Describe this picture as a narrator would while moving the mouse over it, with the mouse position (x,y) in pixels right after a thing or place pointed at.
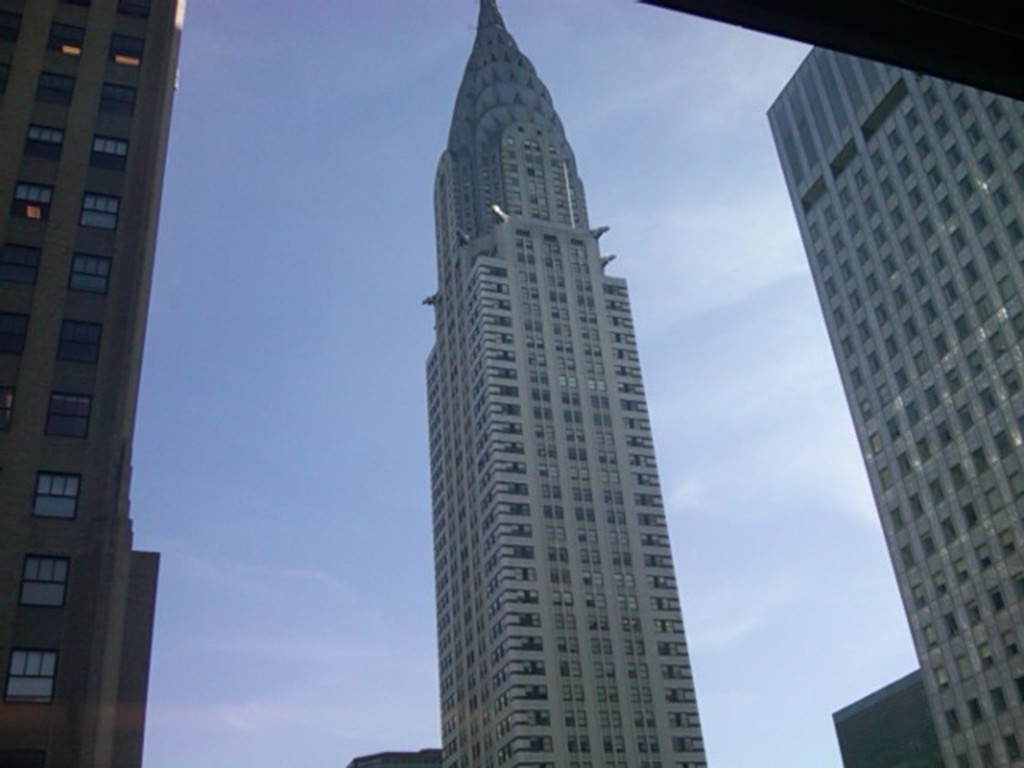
In this image I can see three buildings (128,767) in the front (586,354) and in the background (739,391) I can see the sky (730,683).
